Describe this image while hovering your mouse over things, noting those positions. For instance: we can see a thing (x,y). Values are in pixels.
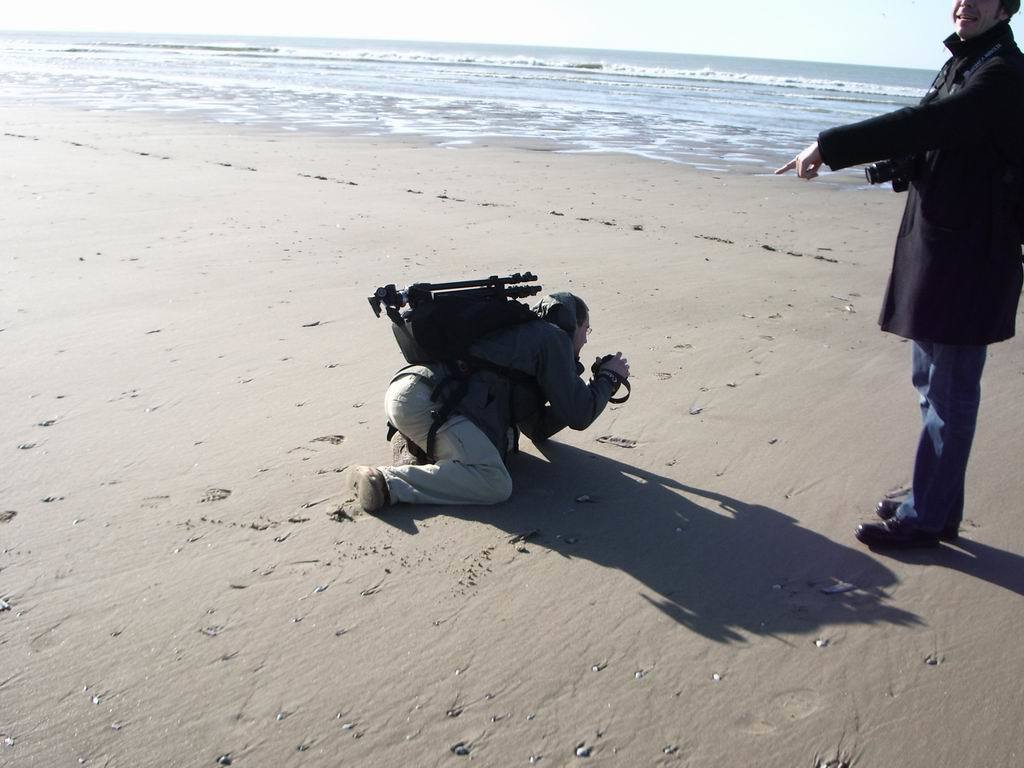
In this image I can see ground (564,523) and on it I can see two people (478,403). I can see one of them is carrying a bag (465,352) and holding an object (606,379). Here I can see he is wearing black coat (941,178) and he is carrying a camera (886,176). I can also see shadows (715,518) on ground (730,480) and in background (541,112) I can see water (641,142) and sky (741,47).
